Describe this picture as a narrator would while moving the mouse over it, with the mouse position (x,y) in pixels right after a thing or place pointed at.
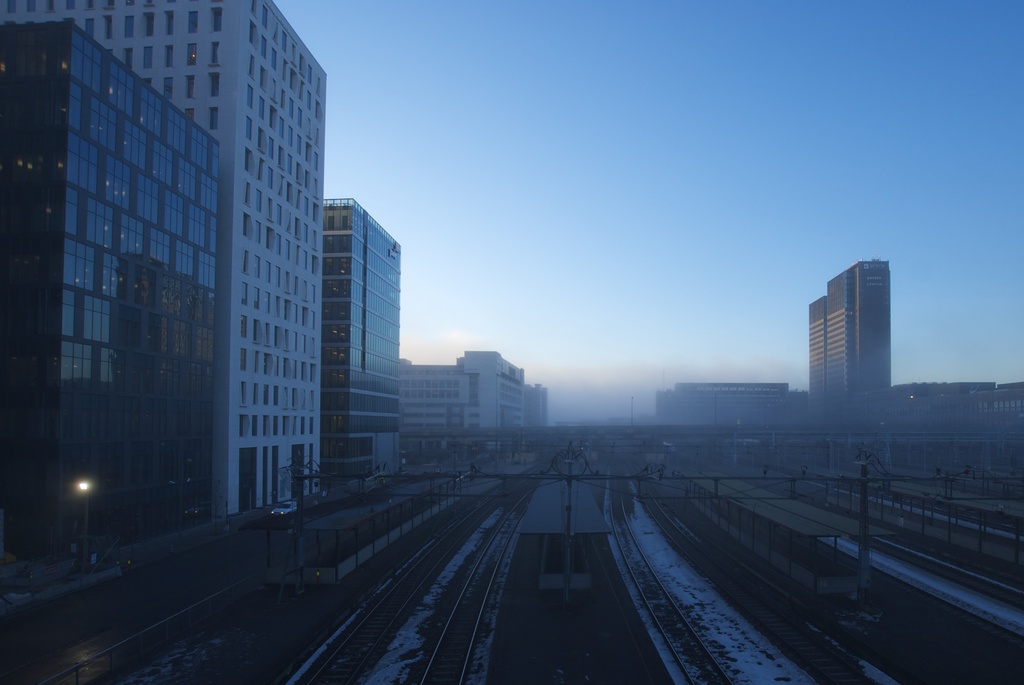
In this image we can see railway tracks (901,534), platforms (531,544), poles (864,519). buildings (252,498), light poles (85,532), vehicles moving on the road (338,492) and the sky (670,303) in the background (611,250).
